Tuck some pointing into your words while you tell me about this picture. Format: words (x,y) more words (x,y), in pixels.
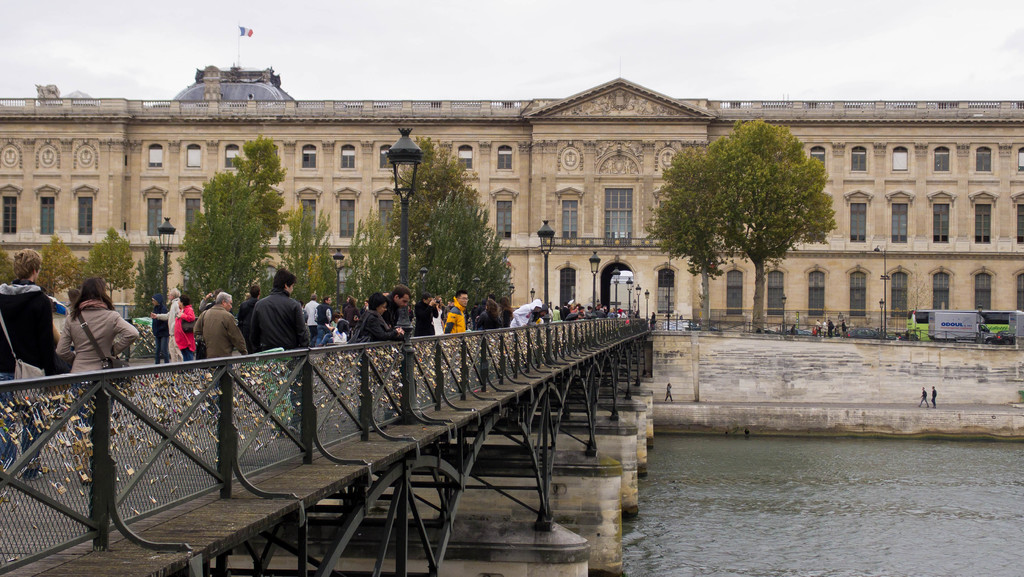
In this picture there are people (262,342) and we can see bridge (447,404), water (843,564), wall (792,347) and light poles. In the background of the image (612,146) we can see building (927,243), vehicle (972,310), trees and sky (717,16).
